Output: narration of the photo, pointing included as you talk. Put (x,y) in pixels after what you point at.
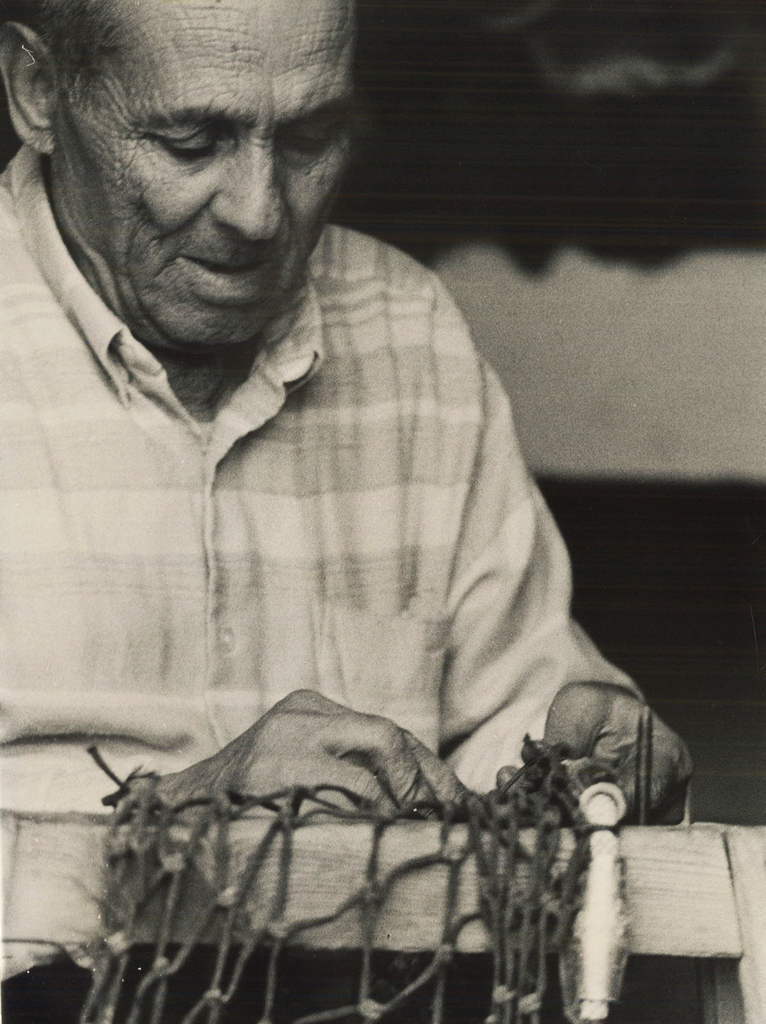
This is a black and white image and here we can see a man (359,674) weaving. At the bottom (348,789), there are threads (237,910) and we can see a wooden block (383,847).
